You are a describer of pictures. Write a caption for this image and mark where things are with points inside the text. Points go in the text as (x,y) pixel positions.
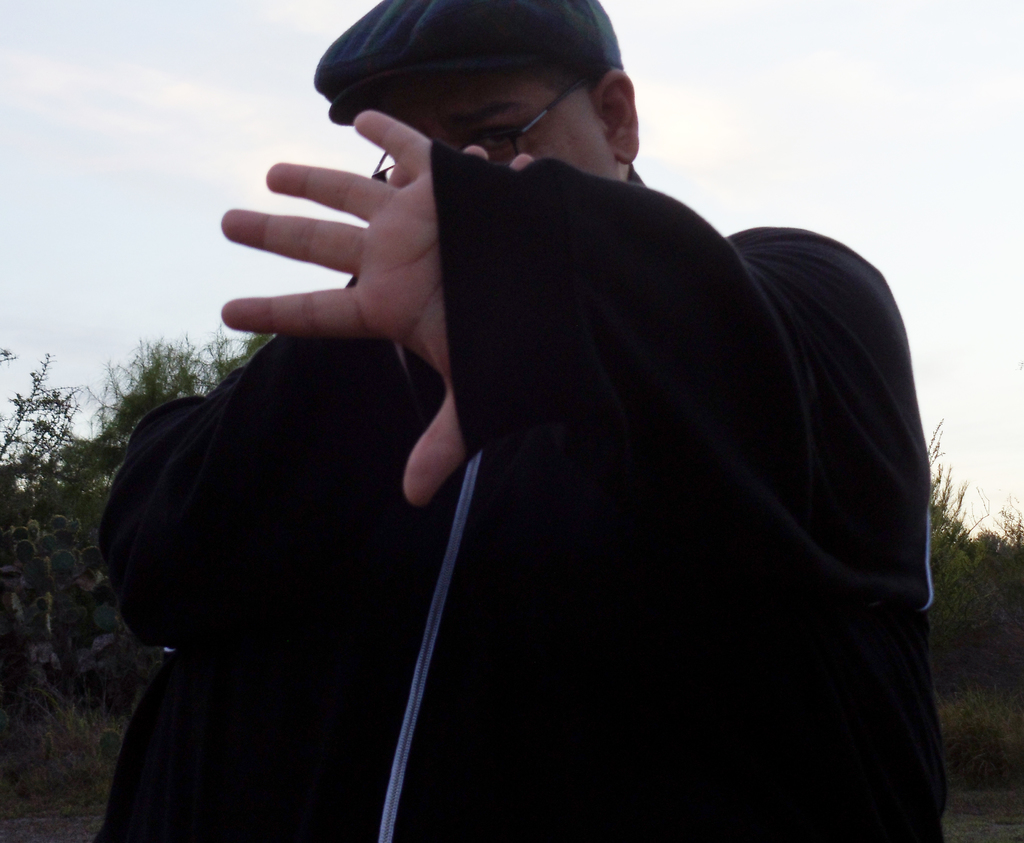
In this picture I can see a man (508,406) standing and he is wearing a cap (438,30) on his head (485,129) and I can see trees (147,347) in the back (950,634) and I can see a cloudy sky (660,112).
